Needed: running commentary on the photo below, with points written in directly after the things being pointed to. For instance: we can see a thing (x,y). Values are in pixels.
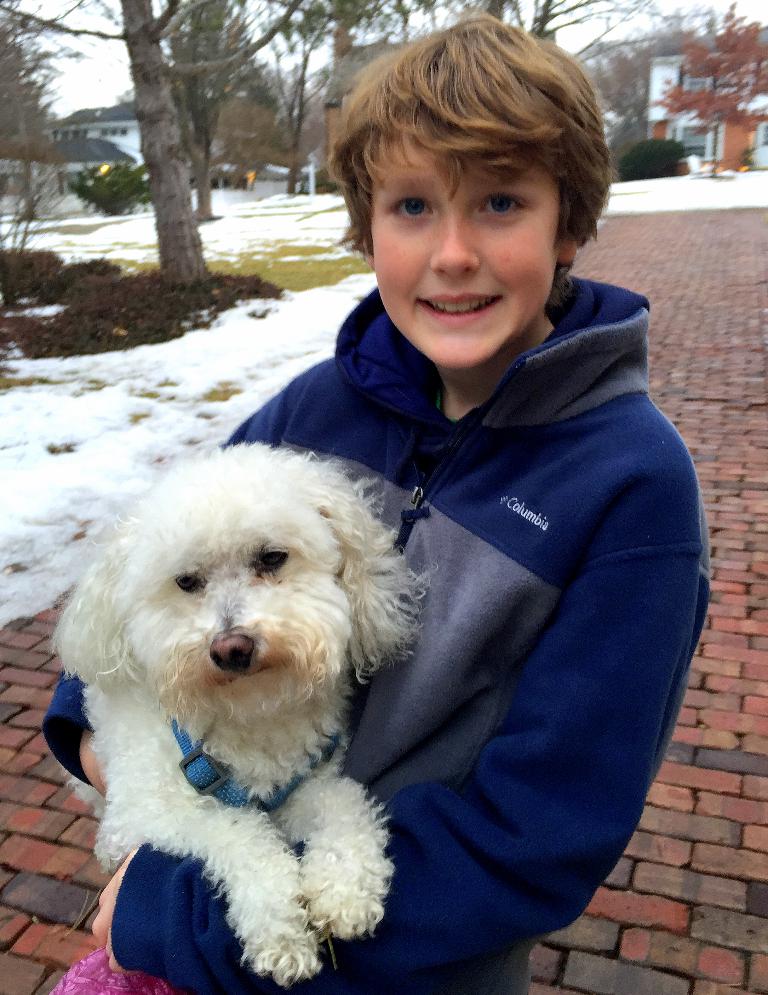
In this picture we can see a boy (607,789) holding a dog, at the back of him we can see snow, buildings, trees (320,24), plants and some objects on the ground (698,340) and we can see sky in the background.
